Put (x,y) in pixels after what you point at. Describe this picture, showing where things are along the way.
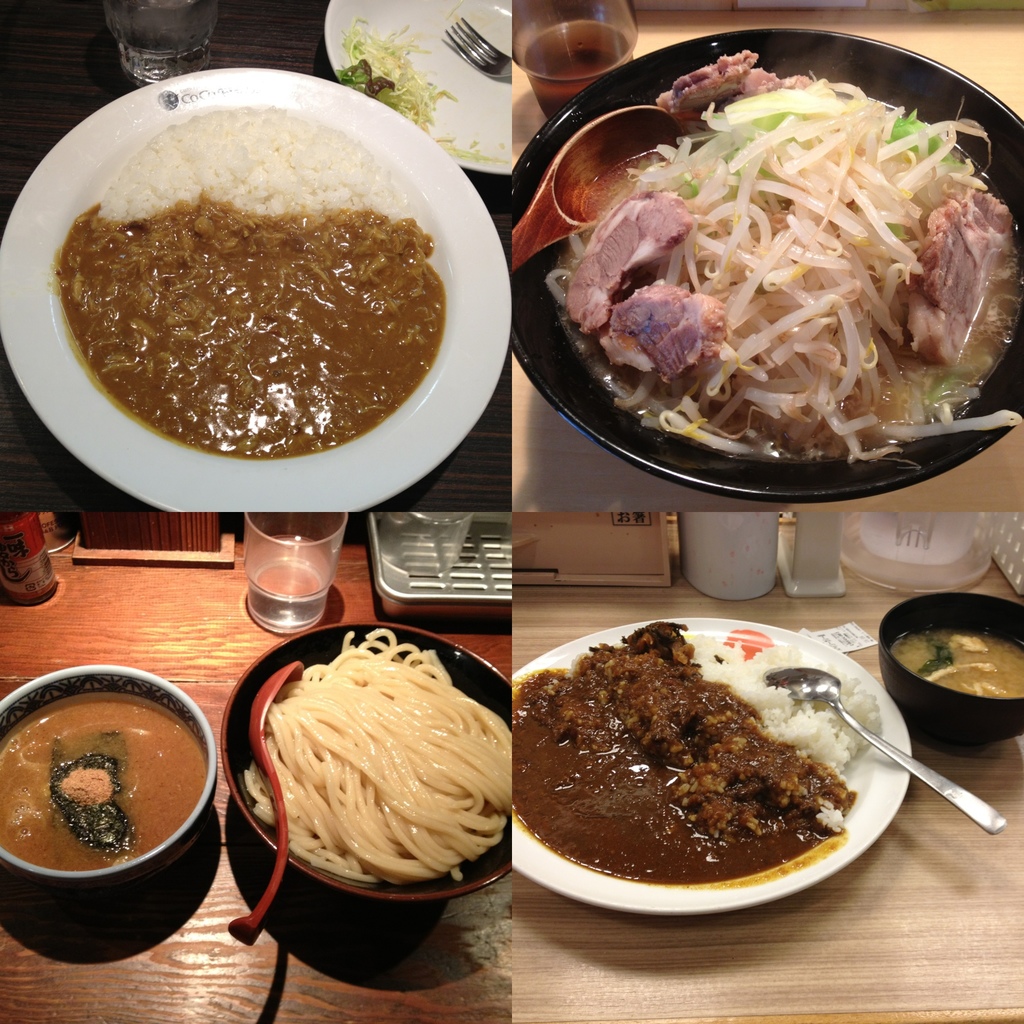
In this picture we can see the collage photographs of food (142,773) in the white color plate (145,463) which is placed on the wooden table top (797,933).
